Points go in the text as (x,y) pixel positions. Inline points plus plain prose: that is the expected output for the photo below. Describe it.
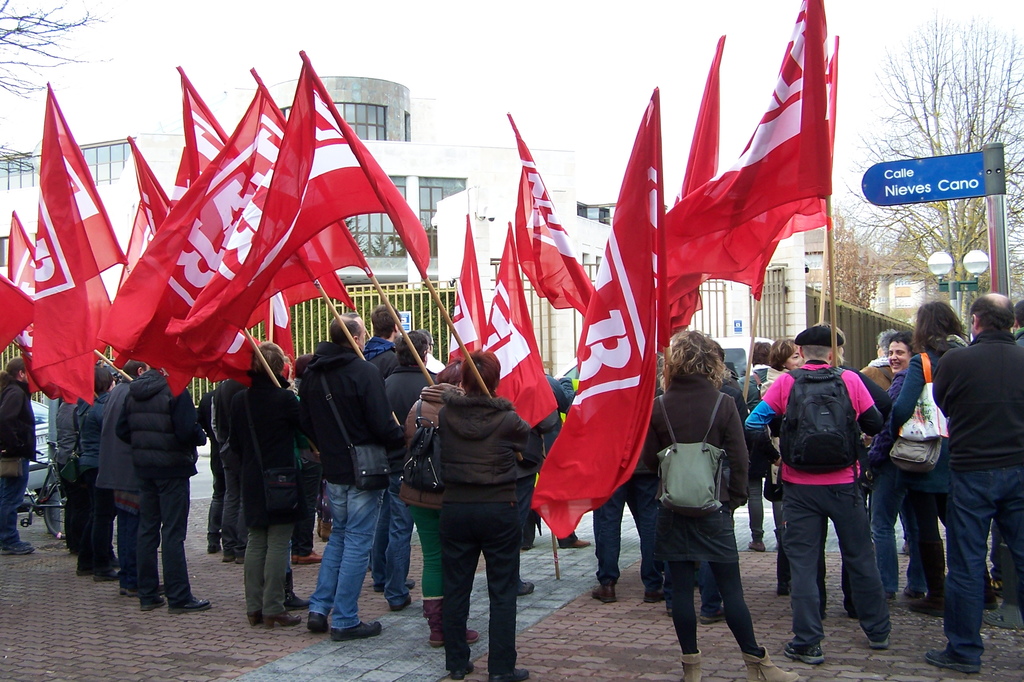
This is an outside view. Here I can see a crowd of people (979,422) wearing jackets (341,464), bags (371,467), holding red color flags (212,308) in the hands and standing on the ground (218,644) facing to the backside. On the right side (997,240) there is a pole (993,247) and some trees (946,223). In the background (449,274), I can see few buildings (453,194). At the top of the image (579,27) I can see the sky (363,29).
